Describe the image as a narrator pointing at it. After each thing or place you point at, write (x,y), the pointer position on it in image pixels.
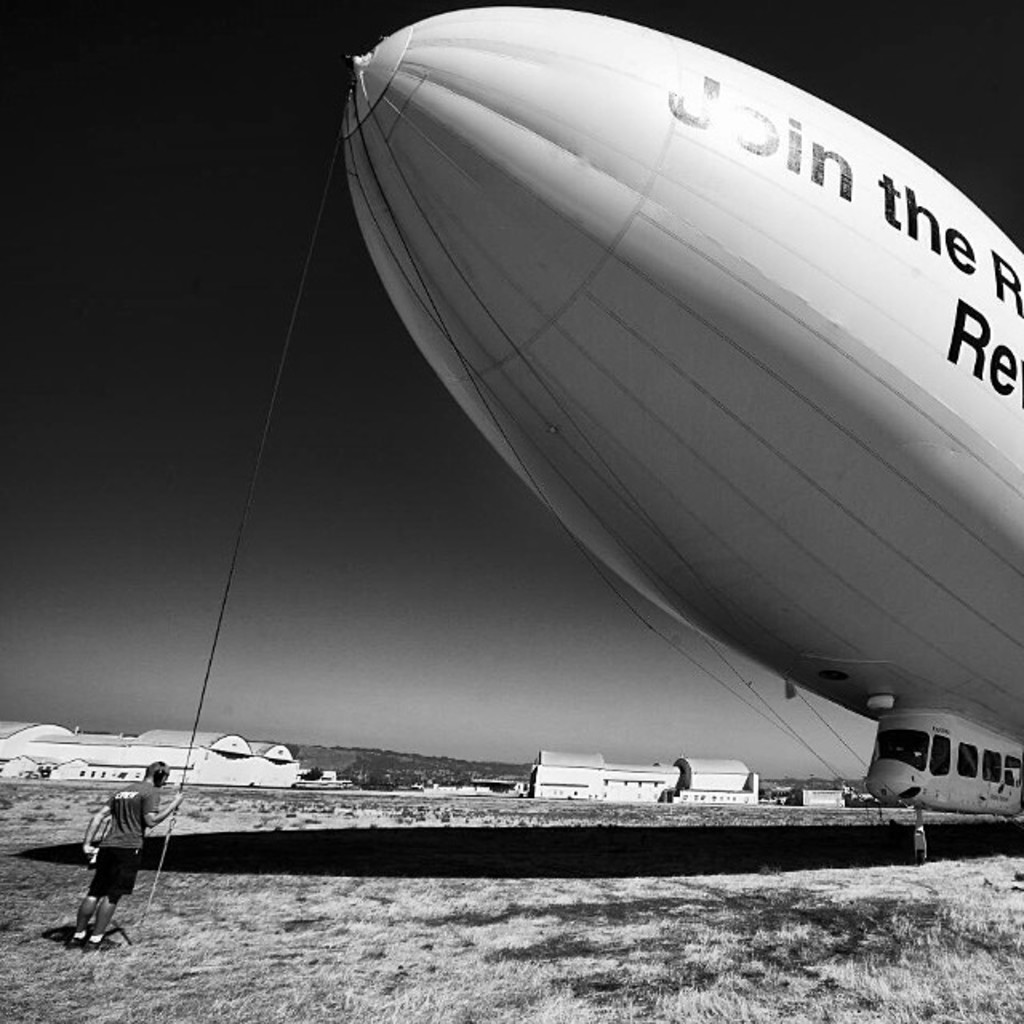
There is an airship (636,275) with something written on that. And there is a rope (348,100) attached to that. And a person (138,805) is holding the rope (171,834). In the back (237,712) there are buildings (610,768) and sky (387,545).
